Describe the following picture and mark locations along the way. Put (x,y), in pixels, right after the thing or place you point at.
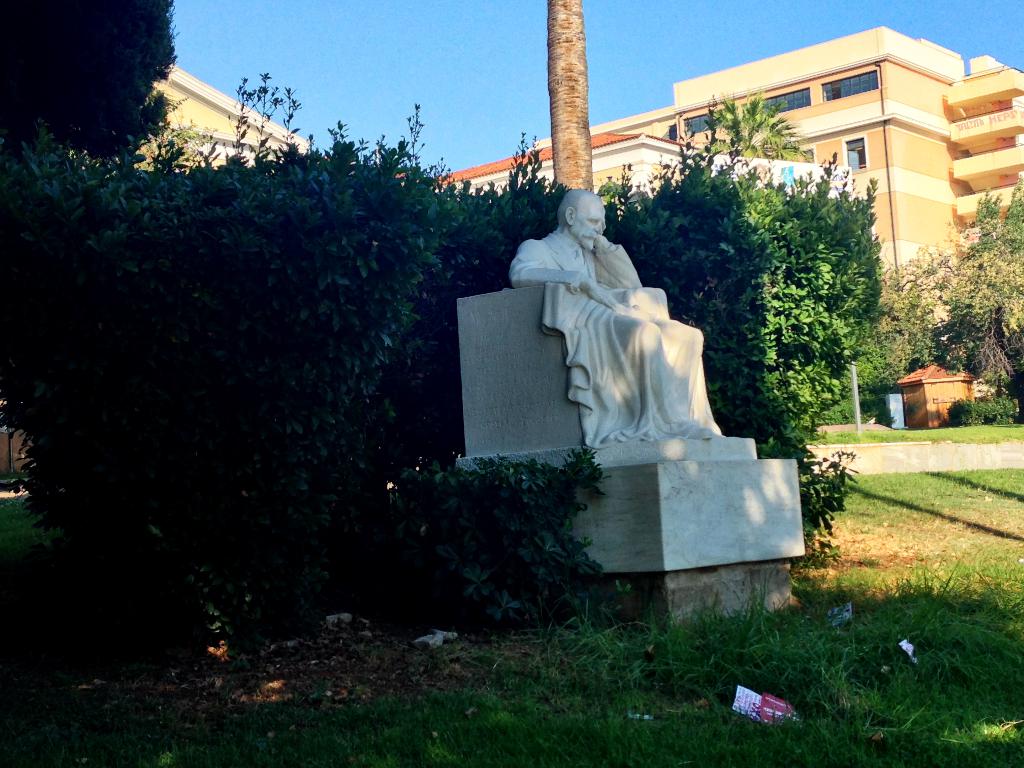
In the picture I can see white color statue (648,402) of a person (615,410) sitting. Here I can see the grass (873,664), trees (352,192), wooden house (909,390), buildings (983,129) and the blue color sky (346,98) in the background (310,21).
